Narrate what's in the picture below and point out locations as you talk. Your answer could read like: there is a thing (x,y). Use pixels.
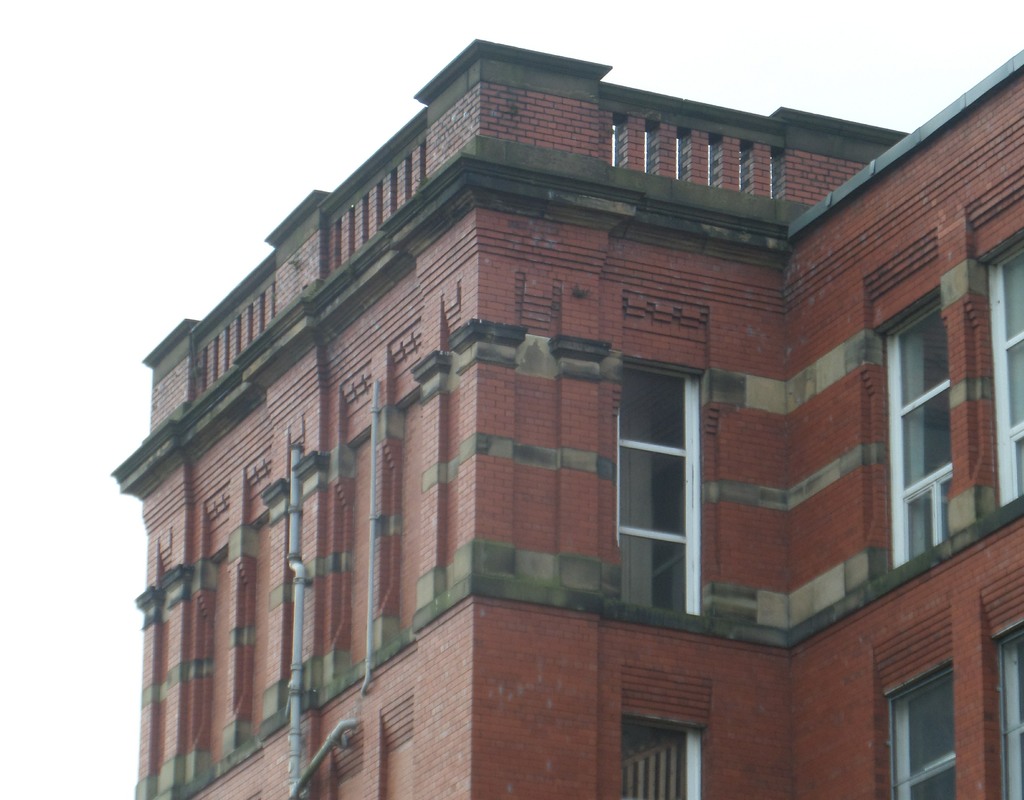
In this image we can see a building (647,373) and it is having few windows (933,494). There is a white background (239,160) in the image. There are few pipes (369,661) attached to the building (431,556).
